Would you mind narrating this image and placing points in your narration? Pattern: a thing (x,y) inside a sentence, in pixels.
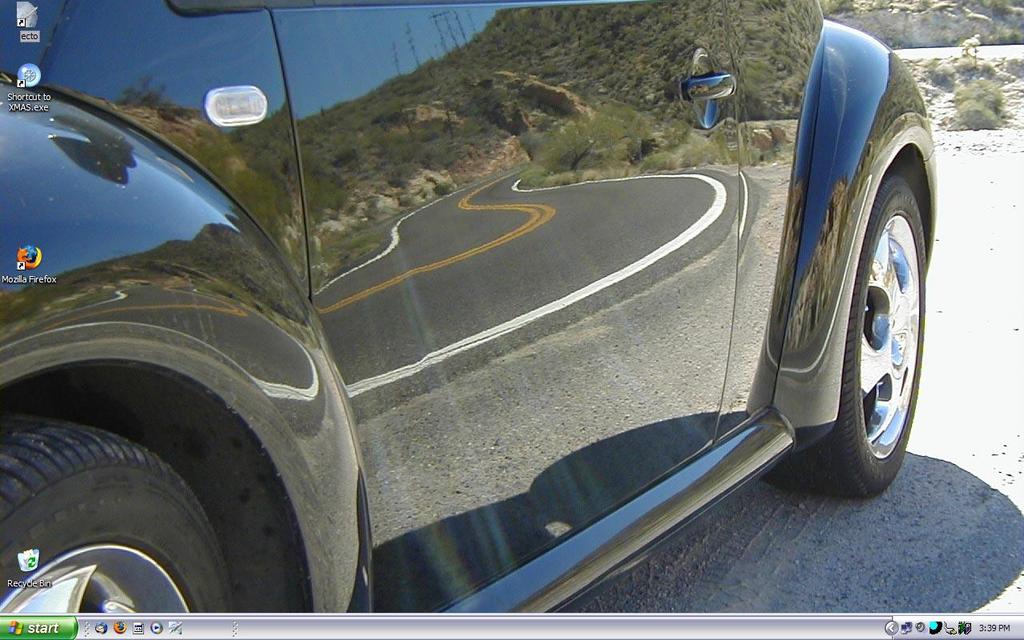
This image is a wallpaper of a computer. In this image there is a car (774,150) on the road (915,448).
